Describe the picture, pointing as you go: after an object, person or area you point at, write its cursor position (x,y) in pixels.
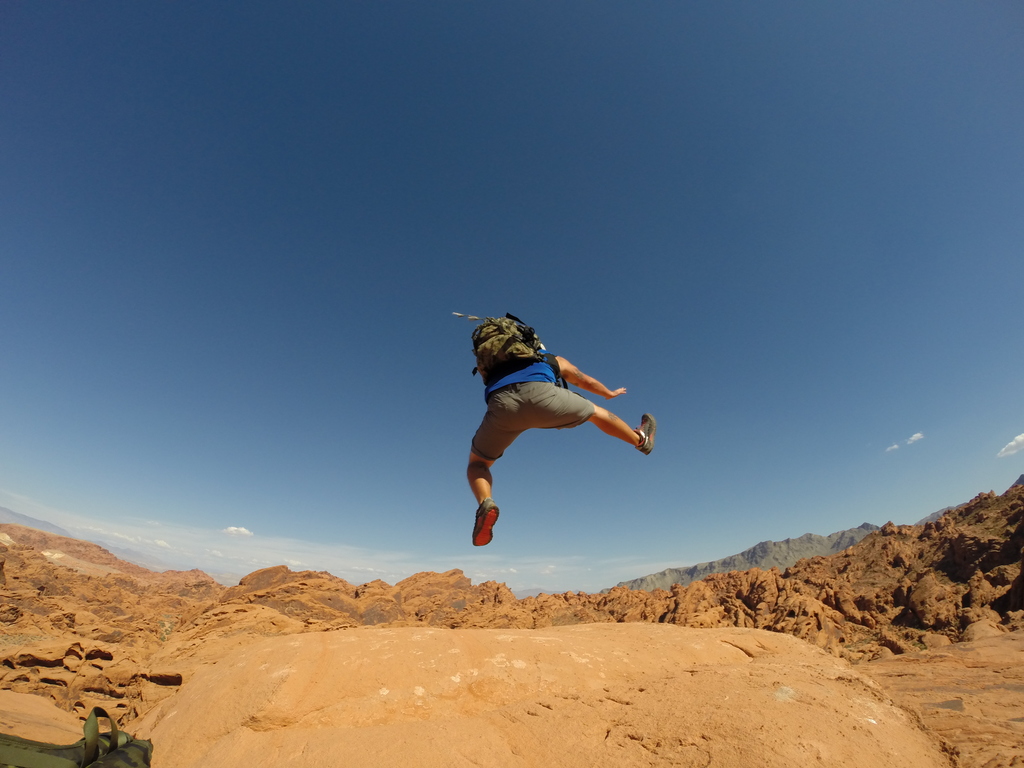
In this image I can see a person (548,420) in air (255,517), the person (548,378) is wearing blue shirt (548,378) gray short (552,403), and a bag (533,352). Background (455,542) I can see few mountains (963,597) and the sky (522,447) is in blue and white color.
